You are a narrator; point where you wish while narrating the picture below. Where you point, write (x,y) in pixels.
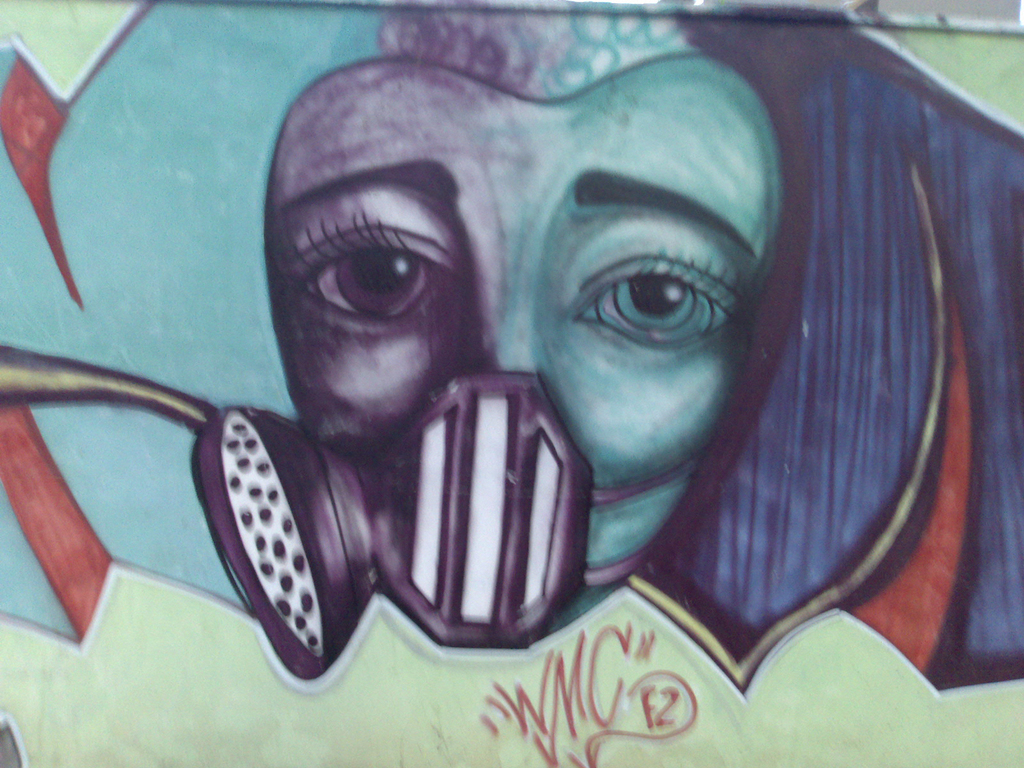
In this picture, there is a wall (498,349) with a painting (494,336) of a face (570,395).
